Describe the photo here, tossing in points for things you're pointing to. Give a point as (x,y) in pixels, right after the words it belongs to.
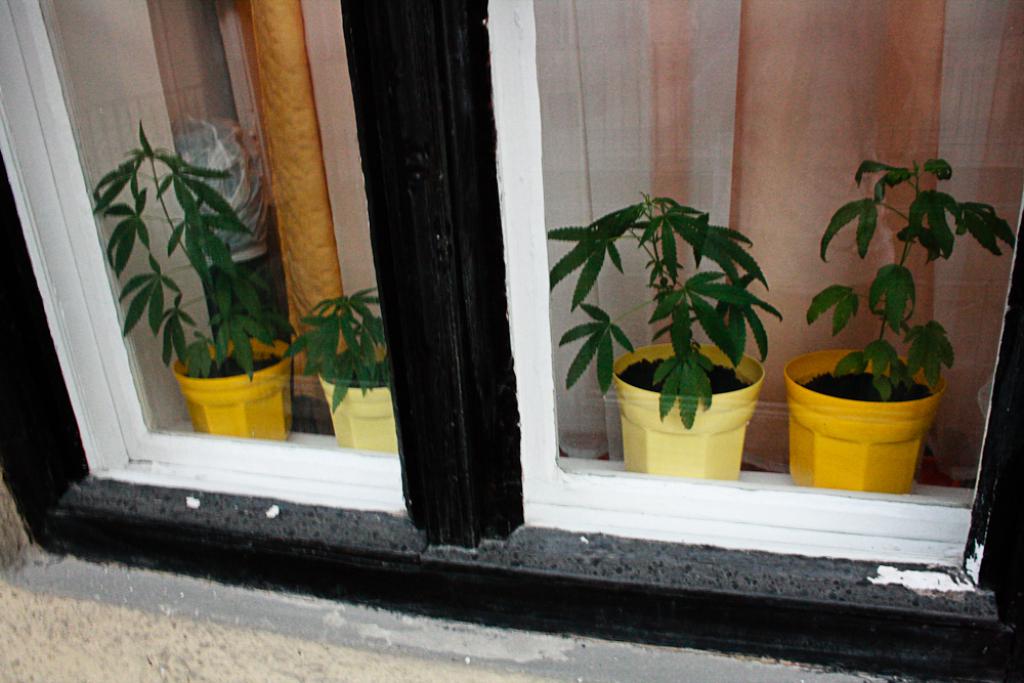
It is a zoomed in picture of a glass window (616,488) and behind the window (591,398) we can see some plants (704,233). We can also see the curtain (686,78).
